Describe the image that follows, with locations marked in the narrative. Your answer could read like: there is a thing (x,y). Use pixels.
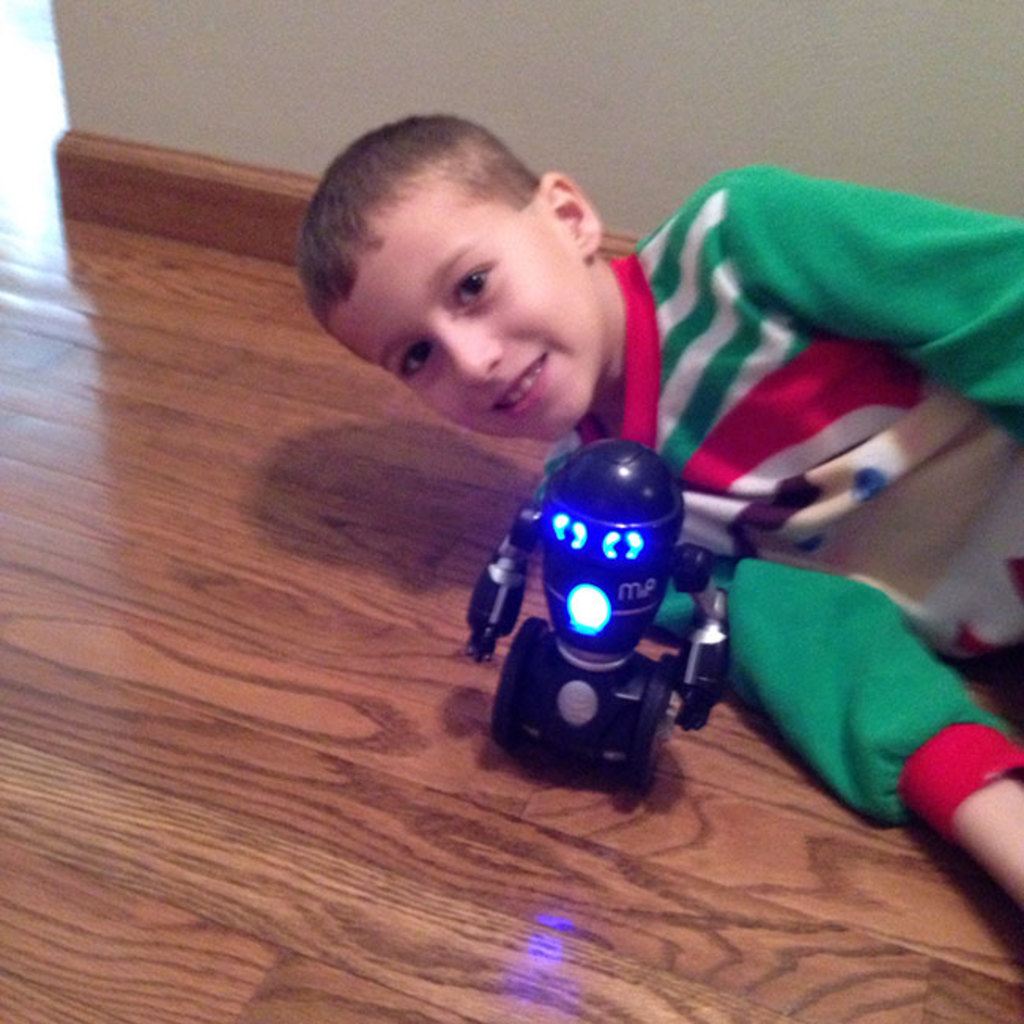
This image is taken indoors. At the bottom of the image (362,965) there is a floor (158,641). In the background (307,121) there is a wall (598,82). On the right side of the image (810,423) a kid (916,673) is lying on the floor (314,852) and there is a toy robot (587,629).
